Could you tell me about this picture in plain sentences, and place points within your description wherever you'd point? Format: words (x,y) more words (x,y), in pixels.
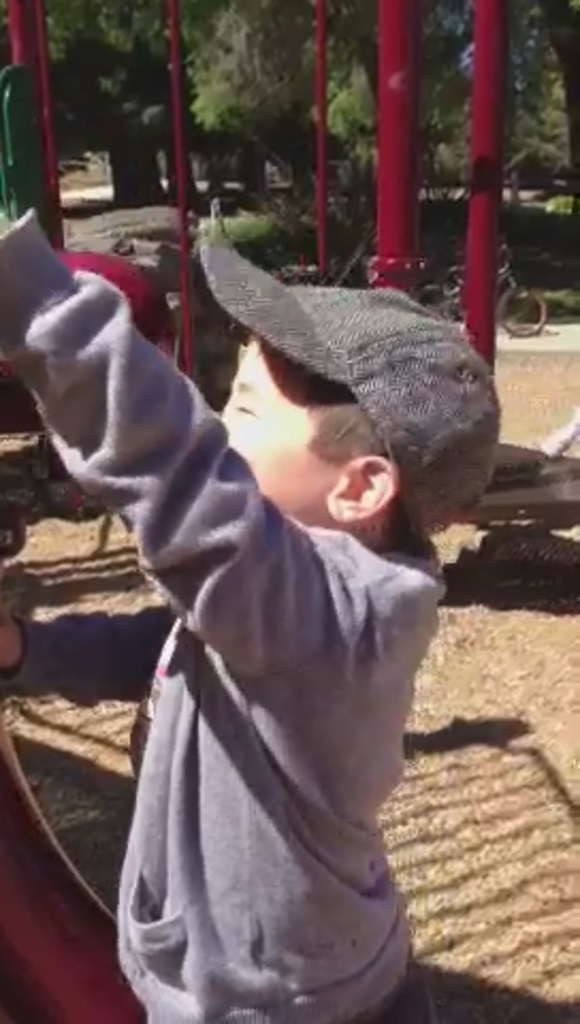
In this image there are trees (362,50) towards the top of the image (231,63), there is a bicycle (505,310), there are metal rods (398,170) towards the top of the image (404,177), there is ground (562,702) towards the bottom of the image (466,691), there is an object (47,899) towards the left of the image (18,844), there is a boy (213,570) standing towards the bottom of the image (254,780), he is wearing a cap (362,353).
